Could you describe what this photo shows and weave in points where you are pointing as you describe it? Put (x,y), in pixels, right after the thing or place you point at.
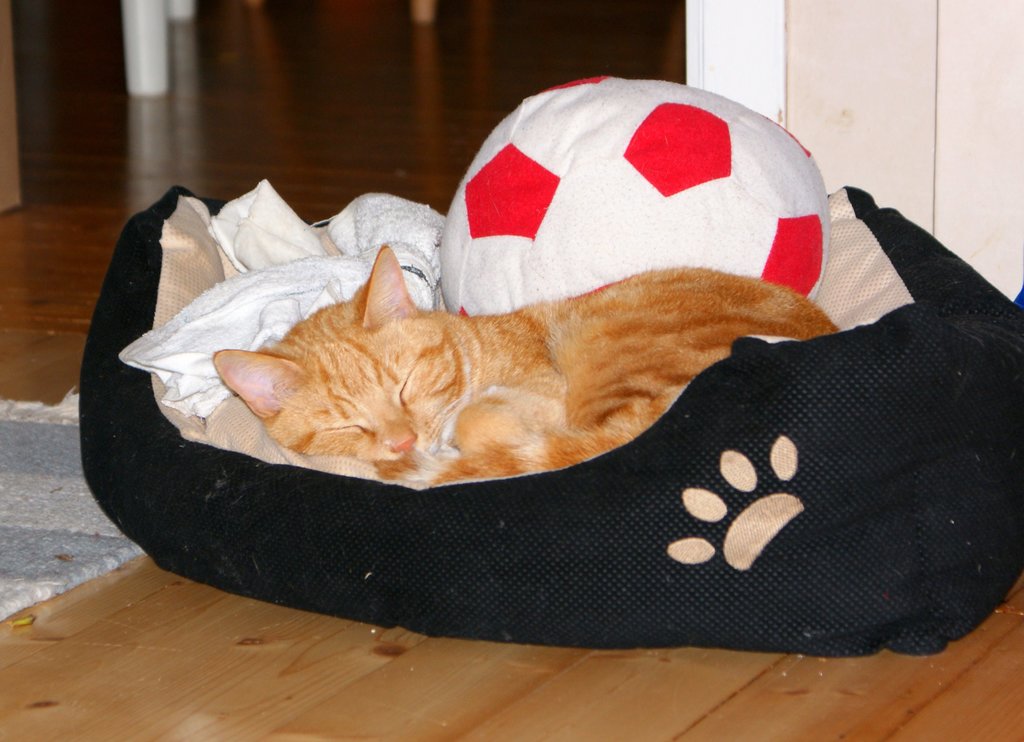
The picture consists of a bed (760,402), on the bed (724,412) there are ball (535,260), cloth (241,272) and a cat (481,382). On the left (47,484) there is a mat (25,481). In the background (156,29) we can see the legs (134,54) of some objects (165,43). On the right (881,67) it is wall (940,228). In the foreground (408,686) there is floor (467,684).
